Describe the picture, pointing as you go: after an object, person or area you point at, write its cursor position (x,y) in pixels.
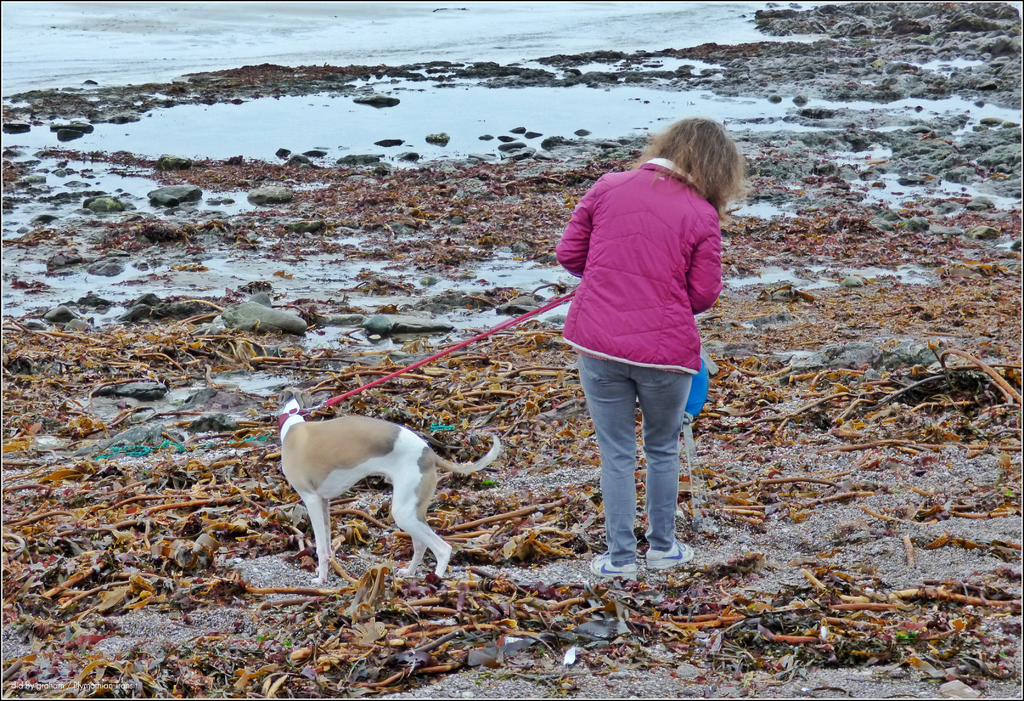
Here I can see a person (638,263) wearing a jacket (628,241), standing on the ground (692,610) facing towards the back side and holding the belt (336,396) of a dog (392,438). In the background (315,7) there are some water (280,138) and stones (193,196) on the ground (312,165).
